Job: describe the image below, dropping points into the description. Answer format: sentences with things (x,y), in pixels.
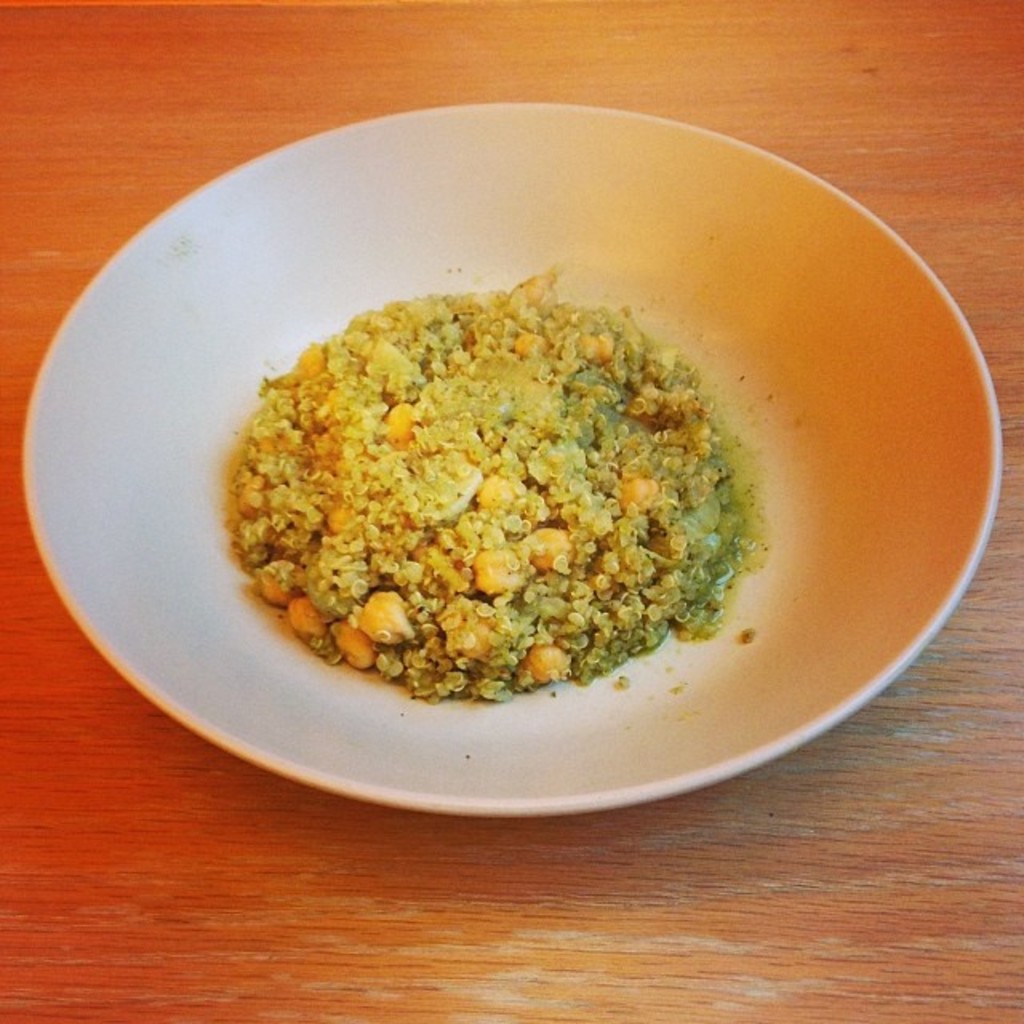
In this image there is a bowl (255,701) on the table (99,843) served with some food (303,441).
